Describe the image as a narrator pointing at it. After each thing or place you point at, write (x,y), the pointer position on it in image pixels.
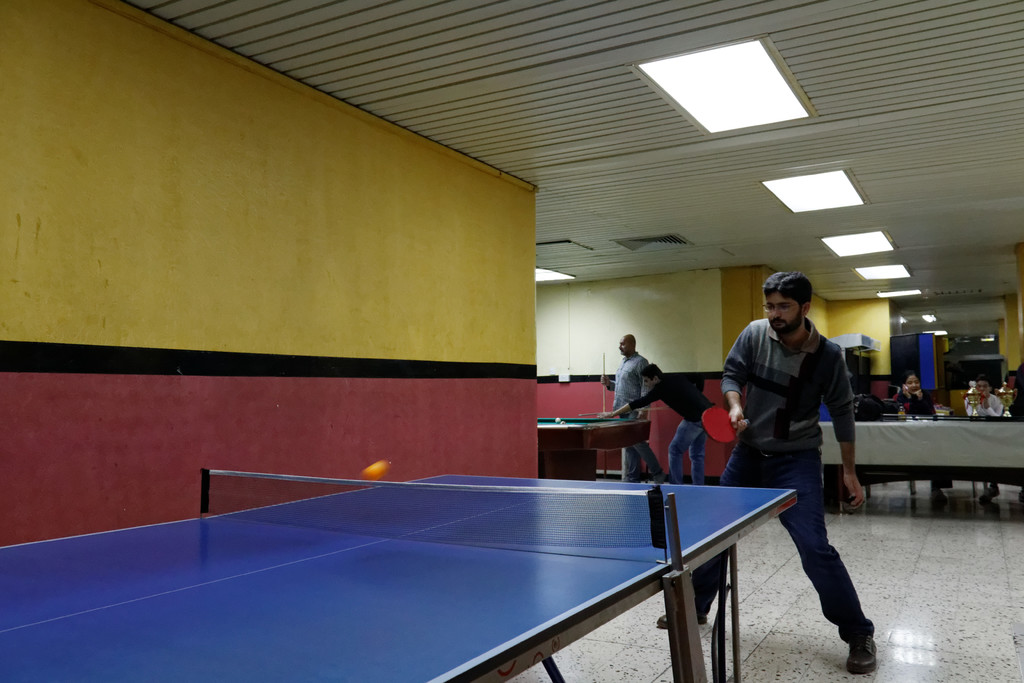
In the picture I can see a person (738,438) holding table tennis racket (715,435) in his hand (739,409) and standing on the floor (633,632). Here we can see the blue color table tennis board (516,481), net (412,505) and a ball (377,475) in the air, we can see the yellow and maroon color wall (272,415), we can see a few more people (633,395) playing pool and these people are sitting on the chairs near the table (960,438) where trophies (975,402) are kept and in the background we can see the ceiling lights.
